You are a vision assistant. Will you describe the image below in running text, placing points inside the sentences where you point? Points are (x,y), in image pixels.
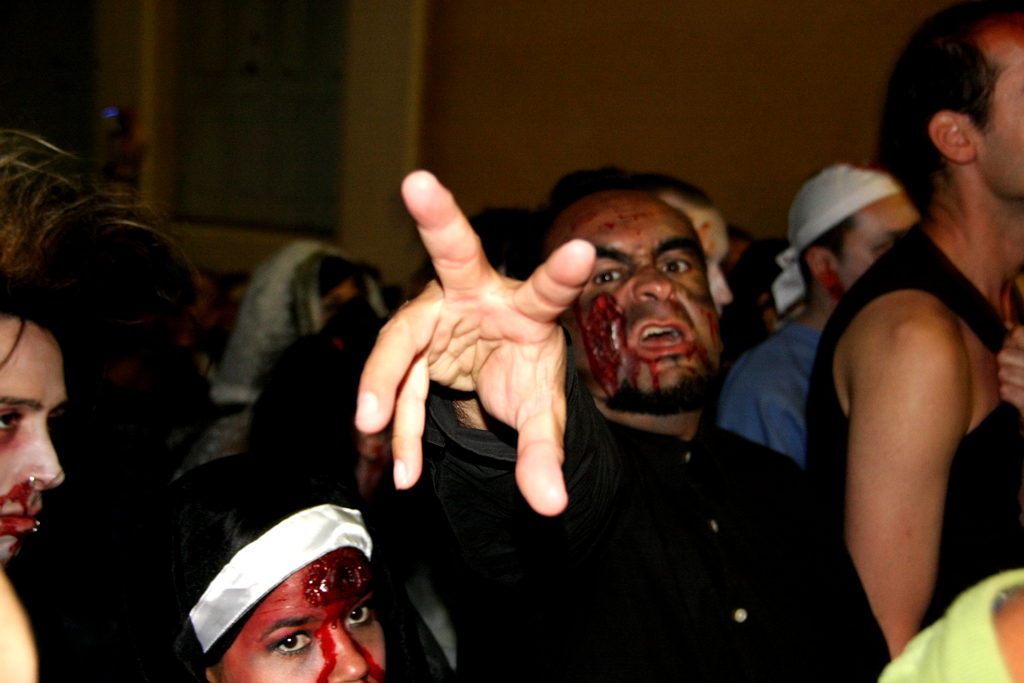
In this picture I can see a man (751,467) and 2 persons (244,510) who are standing in front (608,533) and I see that there are blood marks (9,497) on them. In the background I see few more persons (979,67).
